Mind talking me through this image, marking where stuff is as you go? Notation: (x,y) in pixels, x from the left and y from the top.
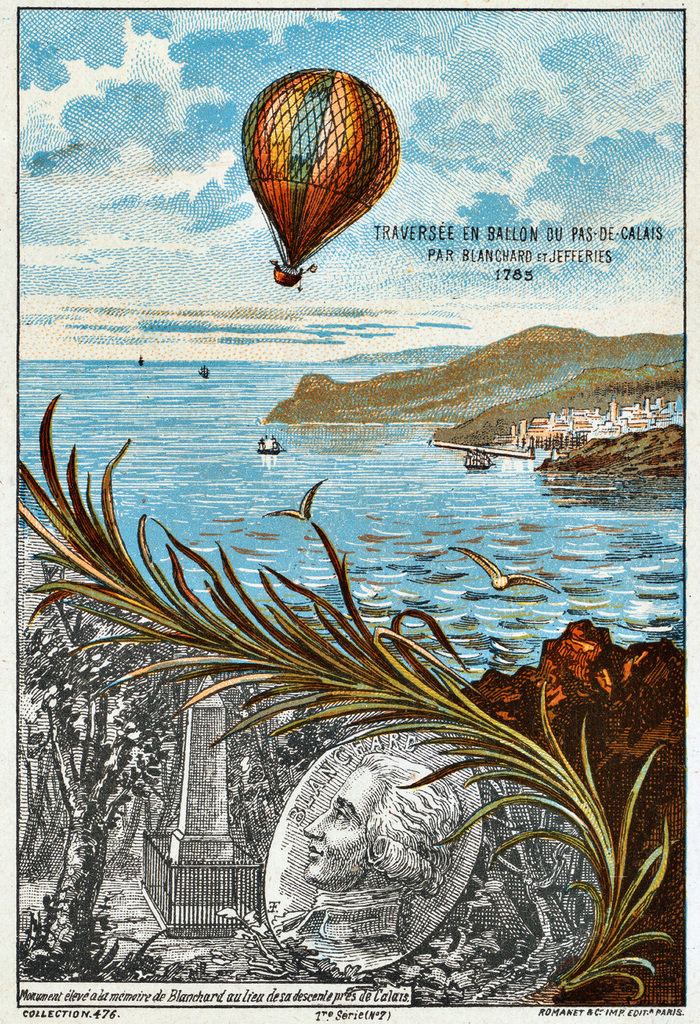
We can see poster (434,642), in this poster (434,724) we can see person face (325,876), plant (578,969), water (505,532), hot air balloon (290,239), sky (294,293) and some text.
